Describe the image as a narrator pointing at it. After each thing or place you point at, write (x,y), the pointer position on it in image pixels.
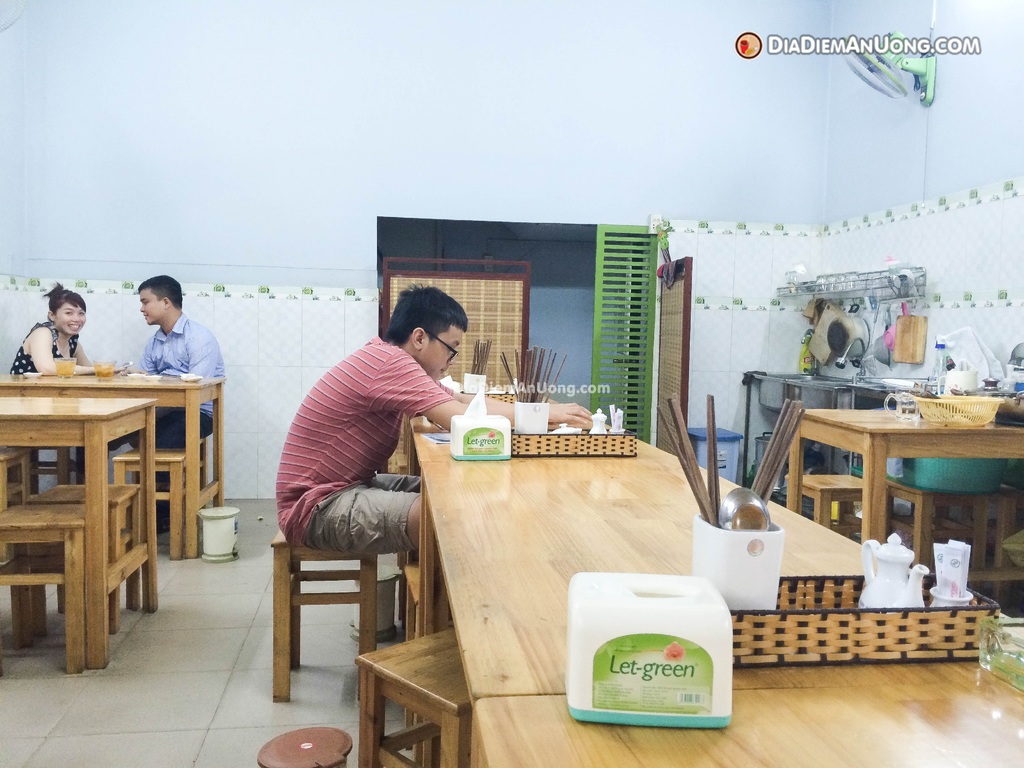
The person (364,414) wearing the red T-shirt (363,414) is sitting in a stool (304,556) and there is a table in front of him, The table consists of a mug (537,428) and chopsticks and there also two person's (159,352) in the left corner (61,339).
